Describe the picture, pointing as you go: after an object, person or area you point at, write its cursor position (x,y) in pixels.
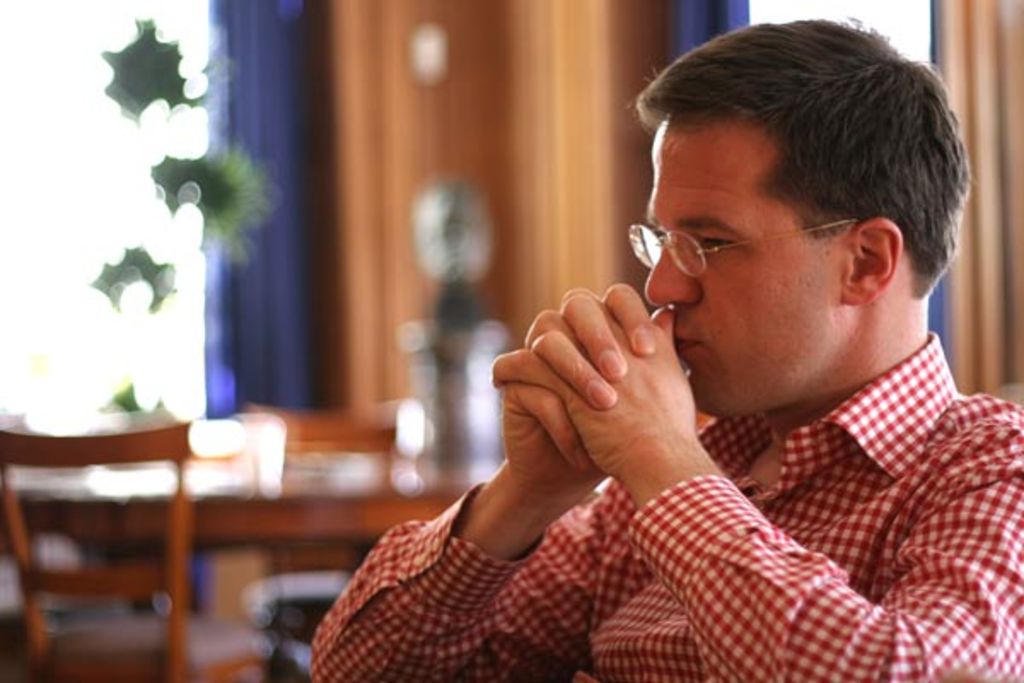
This image is clicked in a room (28,368) where there is a table (228,528) on the left side (246,523) and there is a man (856,477) sitting on the right side (838,447). He is wearing specs (644,242), there is a plant (163,94) on the left side (137,251) and there are curtains (251,380) back side.
